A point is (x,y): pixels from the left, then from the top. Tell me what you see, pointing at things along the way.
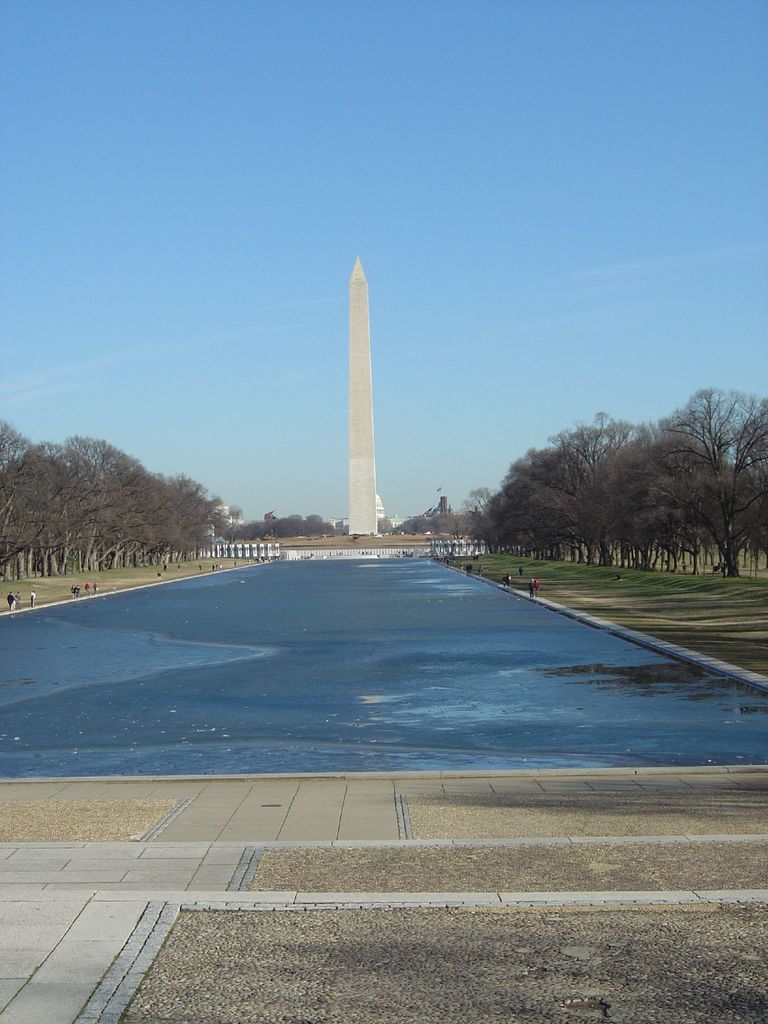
At the bottom of the picture (395,924), we see the pavement (384,879). In the middle of the picture (294,600), we see the water pool (262,632). On either side of the pool (40,624), we see the people (12,601) are walking. On either side of the picture, we see the trees (581,510). In the middle (366,532), we see a tower (367,435) or a monument (364,433). There are trees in the background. At the top (416,169), we see the sky (474,119), which is blue in color.
